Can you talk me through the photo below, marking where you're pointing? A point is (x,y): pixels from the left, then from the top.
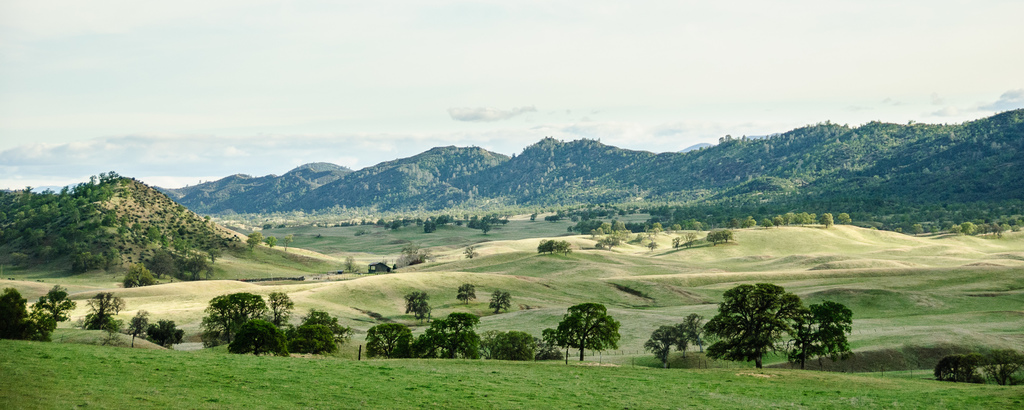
In this image I can see some grass (425,397), few trees (425,355) and few mountains (507,179). In the background (959,78) I can see the sky (595,66).
